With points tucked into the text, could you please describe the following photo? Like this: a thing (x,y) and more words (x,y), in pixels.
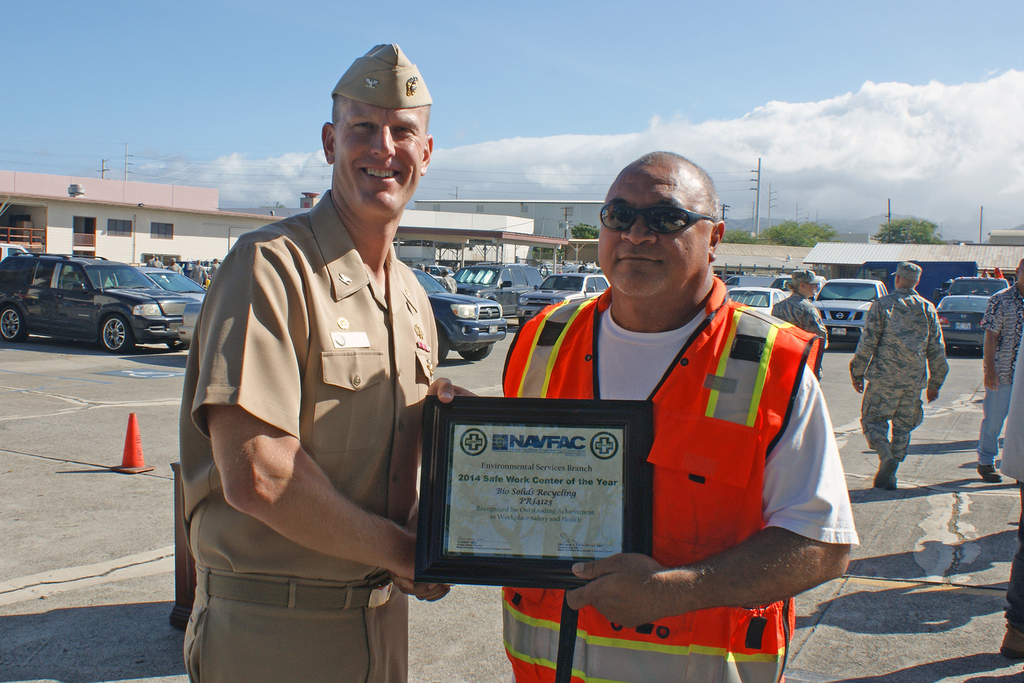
In this image I can see people (796,441) are standing among them the people (789,455) in the front (450,487) are standing and holding something in their hands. In the background (484,227) I can see vehicles (463,290), buildings (467,217), poles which has wires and the sky (527,136).
